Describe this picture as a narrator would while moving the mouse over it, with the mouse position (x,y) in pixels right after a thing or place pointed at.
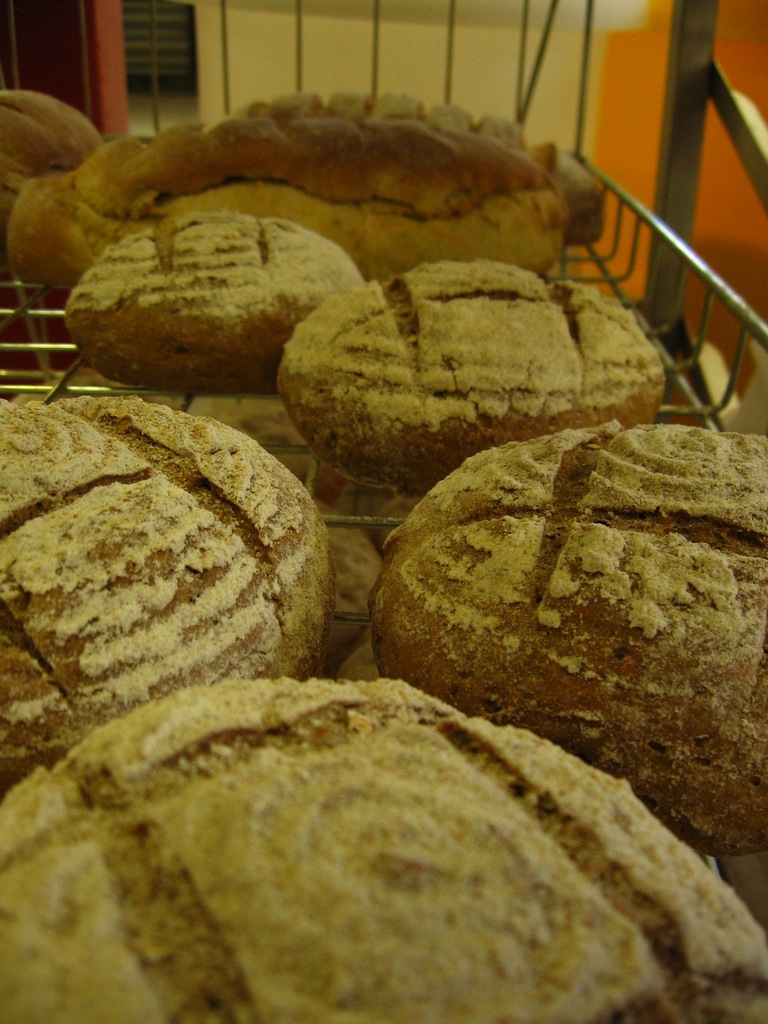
In this image, we can see a metal grill (738,367). On the metal grill (744,333), we can see some bread loaves (529,313). In the background (303,50), we can see a wall (759,63).
